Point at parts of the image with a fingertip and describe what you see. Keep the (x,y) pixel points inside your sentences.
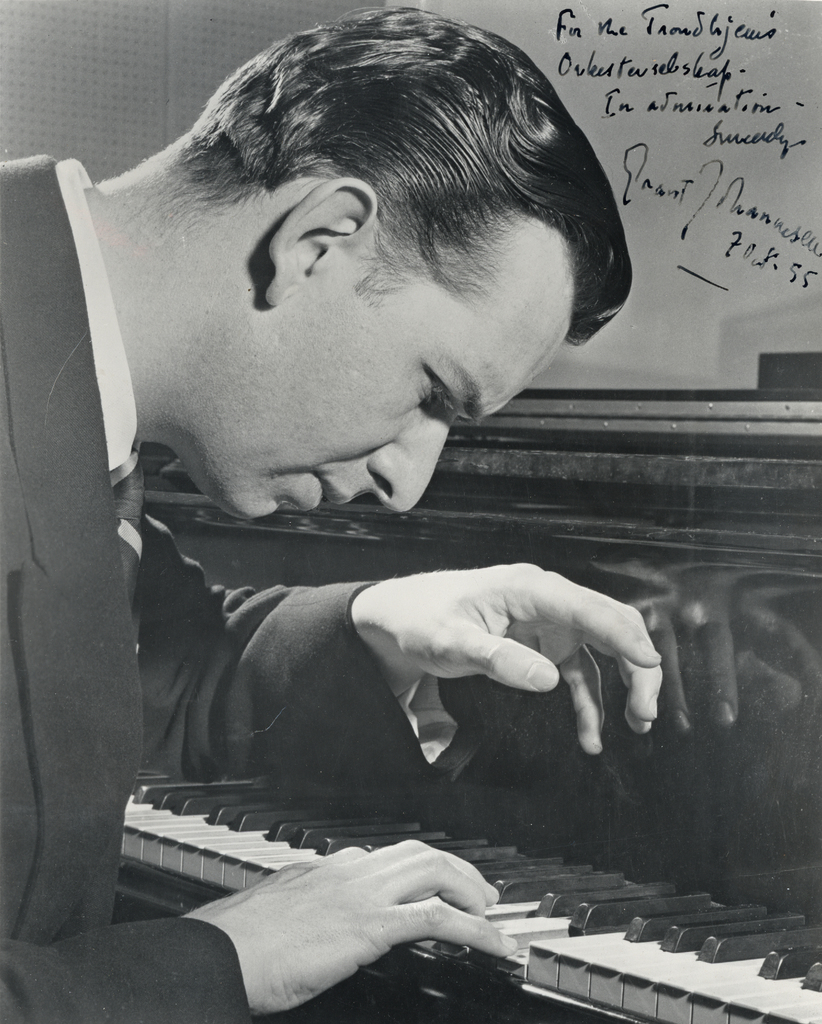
This is a black and white image. Here I can see a man (97,886) playing the piano (532,901). On the top of the image (711,26) something is written with a pen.
